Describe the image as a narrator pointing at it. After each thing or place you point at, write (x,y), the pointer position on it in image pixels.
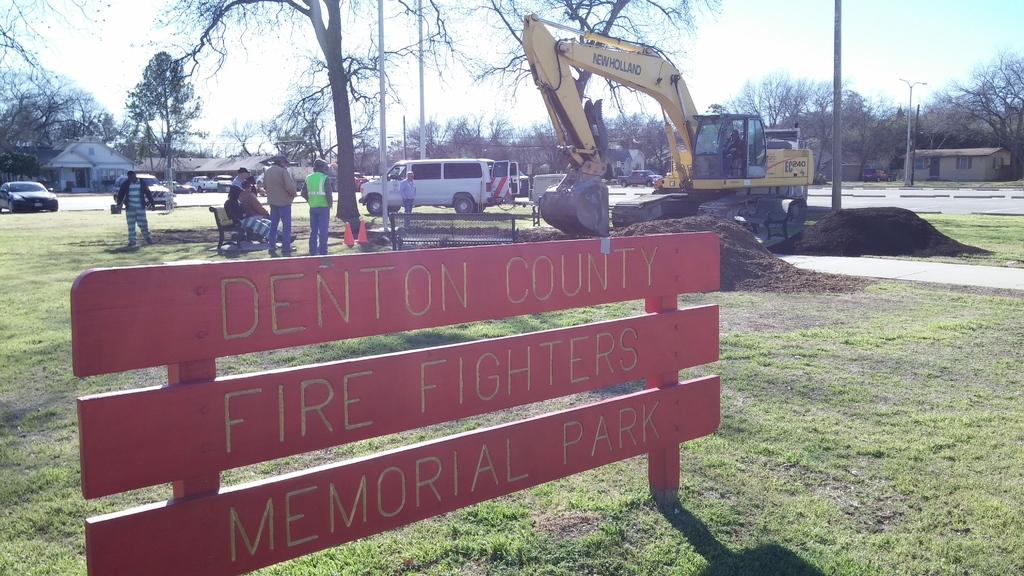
At the bottom of the image (176,470) there is a board (151,354). In the background (322,238) there are people (275,216) standing and some of them are sitting. On the right (683,115) there is a crane (703,208) excavating and we can see cars (505,198) on the road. In the background (94,165) there are buildings (249,167), trees (624,132), poles (909,151) and sky (842,55).
